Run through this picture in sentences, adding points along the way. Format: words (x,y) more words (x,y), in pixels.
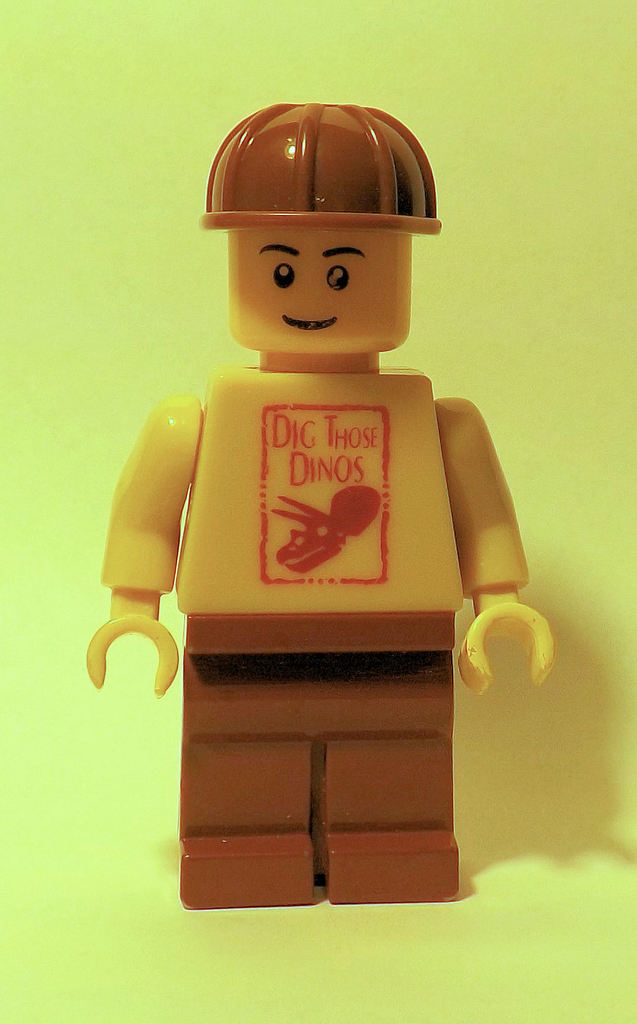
In this image, we can see a toy (510,607) and there is a light green background (428,83).
